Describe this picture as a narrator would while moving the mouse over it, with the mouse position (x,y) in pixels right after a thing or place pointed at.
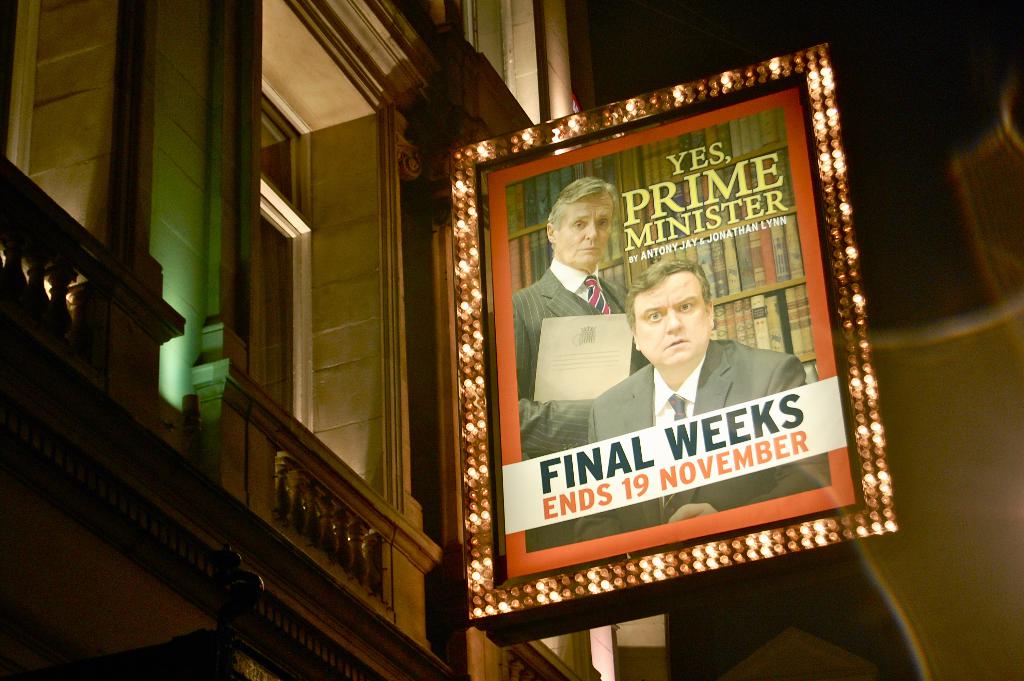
In this image there is a building (164,254) truncated towards the left of the image (182,242), there is a board (580,269), there is text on the board (726,465), there are lights (735,77) on the board (680,339), there are two persons (640,351) on the board (654,345), one of them is holding an object (586,362), there are books (758,314), the background of the image (930,103) is dark.
